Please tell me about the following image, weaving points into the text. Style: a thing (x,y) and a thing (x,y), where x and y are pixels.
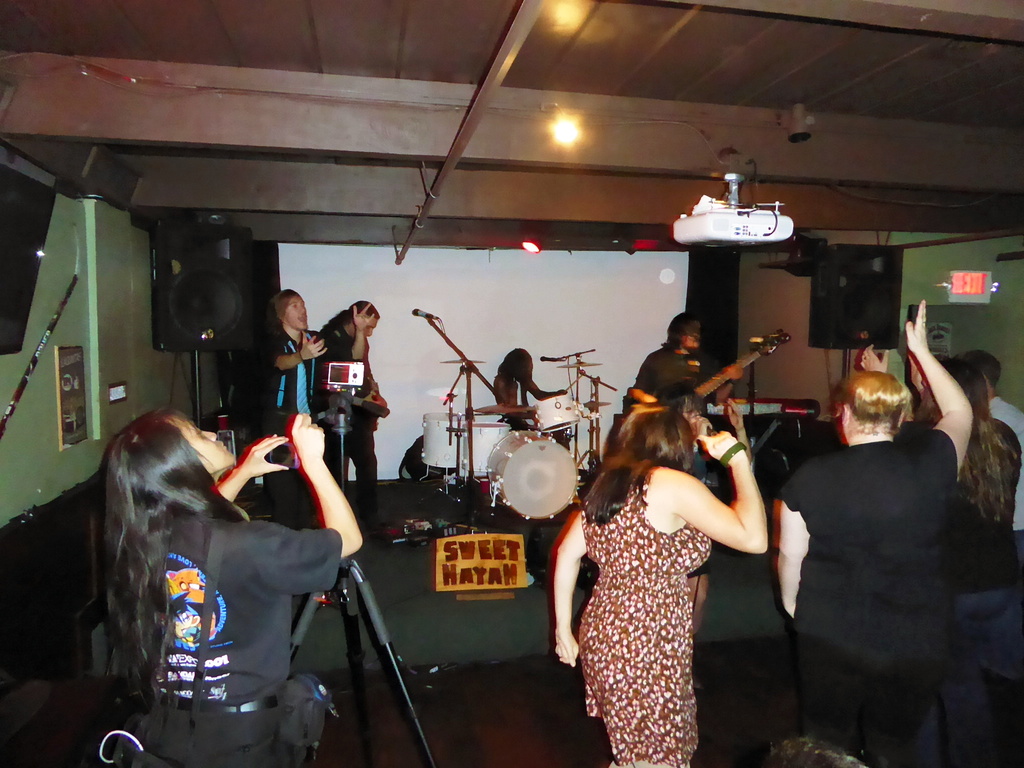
In this image I can see few persons (691,592) are standing in front of the stage (741,615), a person (267,651) wearing black dress (246,618) is holding a camera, the stage (386,499), few persons (351,435) standing on the stage (472,612), few musical instruments (545,422), a projector (727,224), few speakers (823,298), the ceiling (657,101), few lights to the ceiling (565,170), the green colored wall (91,303) and the white colored projection screen (497,338) in the background (519,307).
